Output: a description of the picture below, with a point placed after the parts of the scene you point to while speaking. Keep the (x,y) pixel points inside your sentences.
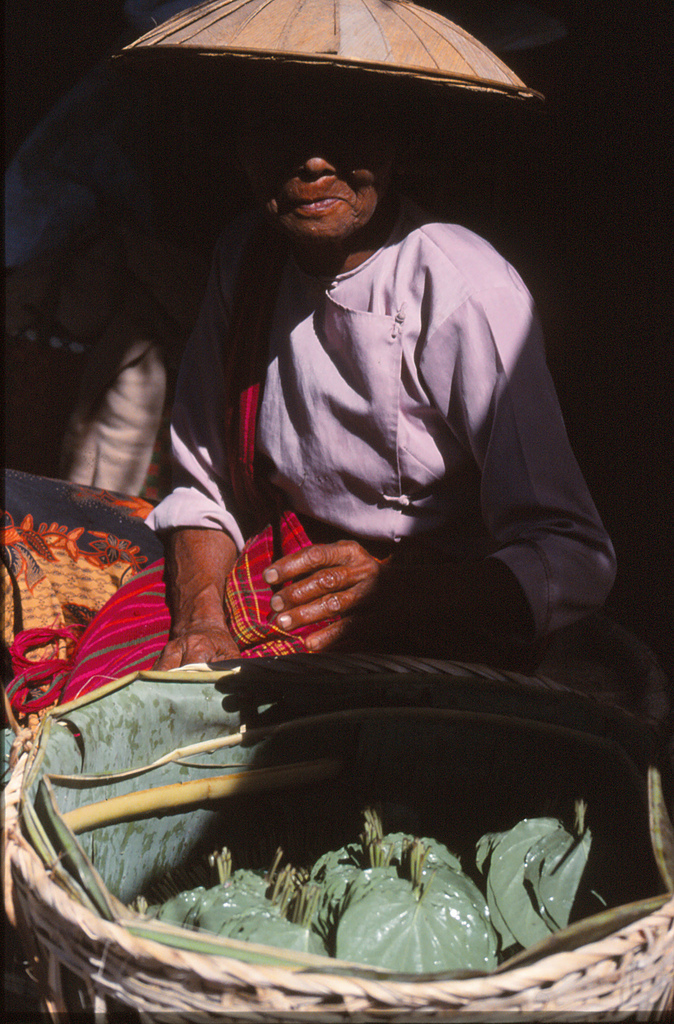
In the image in the center (356,602) we can see one woman (479,454) sitting and she is wearing umbrella hat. In front of her, we can see one basket (397,777). In basket (352,974), we can see leaves (239,912).
